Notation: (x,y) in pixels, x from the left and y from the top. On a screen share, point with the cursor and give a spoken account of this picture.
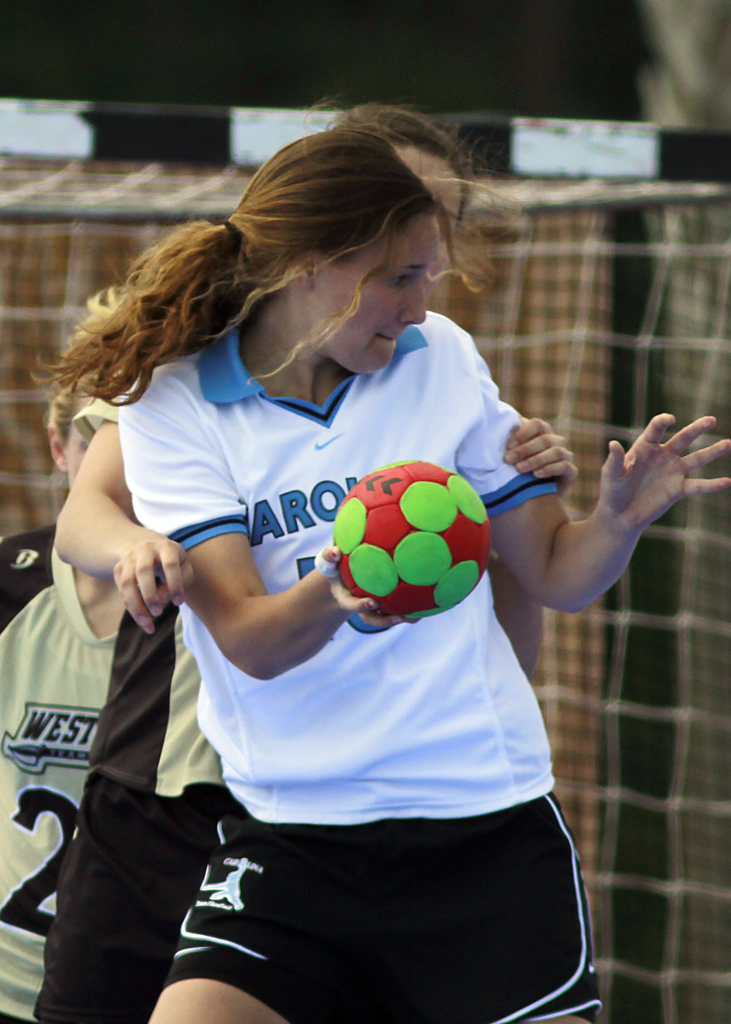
This image is clicked outside. In this three people (269,537) they are playing some game, the front one (358,655) who is wearing white shirt (283,728) is holding a ball (391,576). Behind her a woman (180,639) is there and she is holding the girl (196,645) who is in front of her.
